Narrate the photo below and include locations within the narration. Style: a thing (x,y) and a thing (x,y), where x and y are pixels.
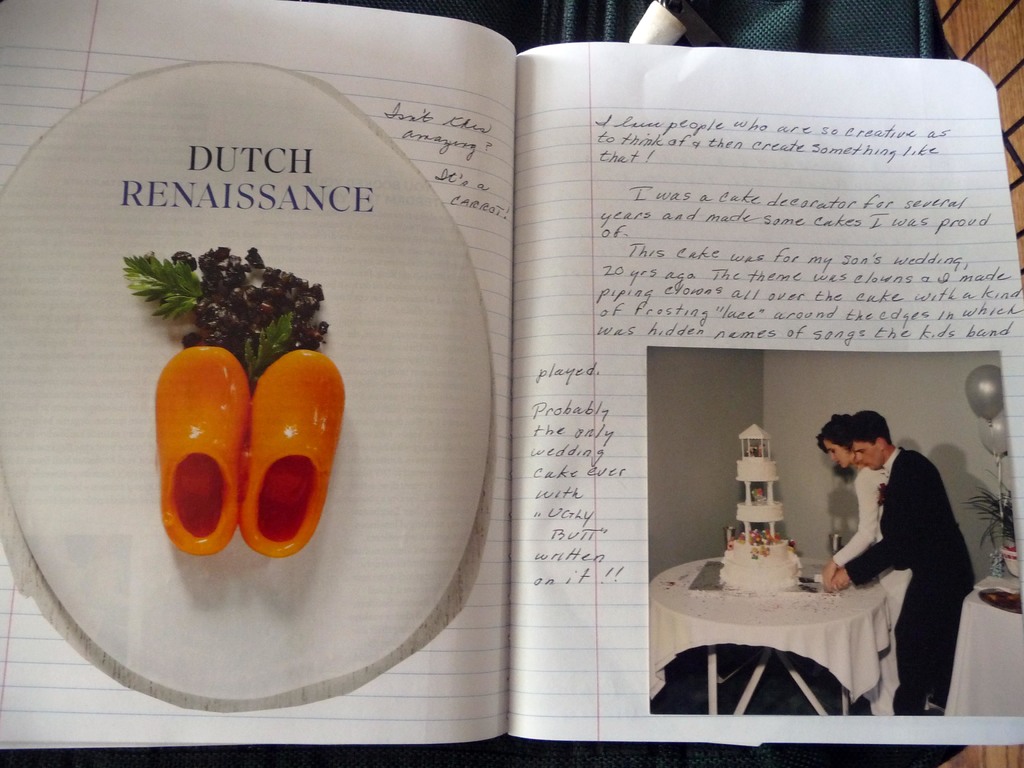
In the picture we can see a book (682,520), in that some information is written and some painting (326,431) with a picture (695,516) of man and woman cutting the cake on the table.
